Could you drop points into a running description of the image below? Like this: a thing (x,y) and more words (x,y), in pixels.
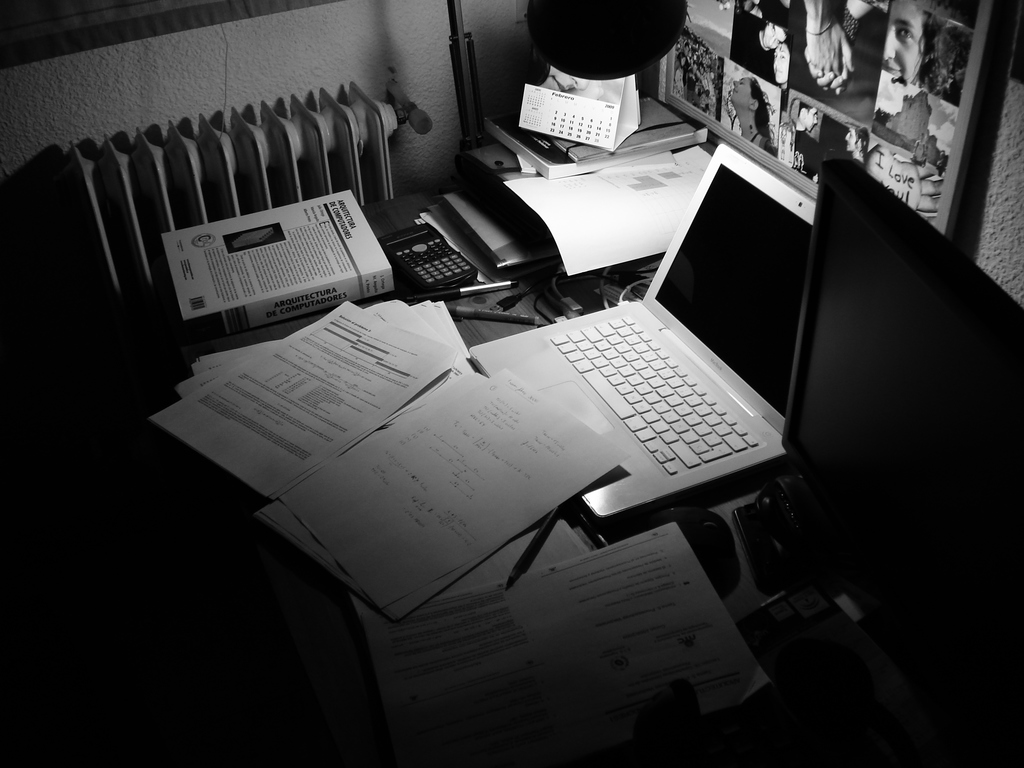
In the foreground of this black and white image, there are papers (441,469), pens (538,539), pencil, book (256,272), calculator (422,268), laptop (610,409), monitor (881,552) and many objects (804,601) are on the table (512,329). In the background (884,91), there is an object (370,129) and the frame (778,80) on the wall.
